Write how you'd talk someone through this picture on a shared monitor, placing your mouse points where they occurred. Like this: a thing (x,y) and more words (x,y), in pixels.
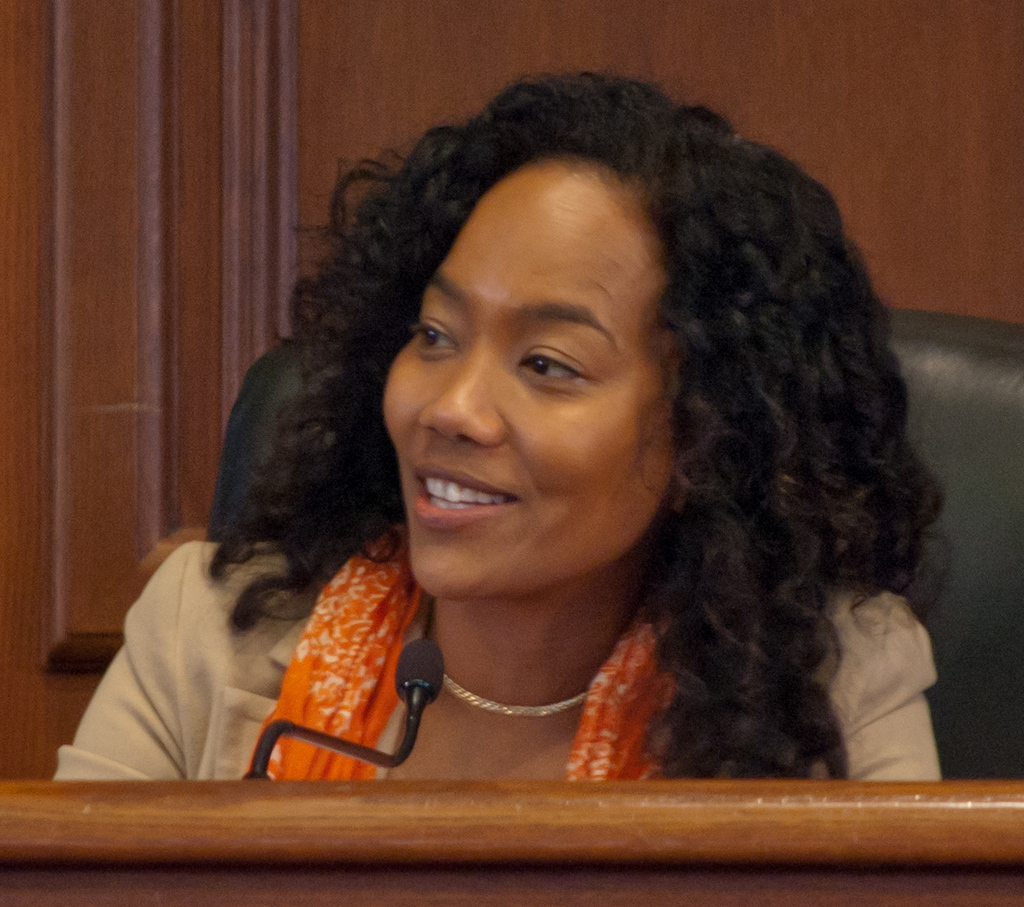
This image consists of a woman (740,656) sitting in a chair (948,686). In front of the podium (433,840) along with a mic (373,749). In the background (176,241), we can see a wooden wall (143,219).
